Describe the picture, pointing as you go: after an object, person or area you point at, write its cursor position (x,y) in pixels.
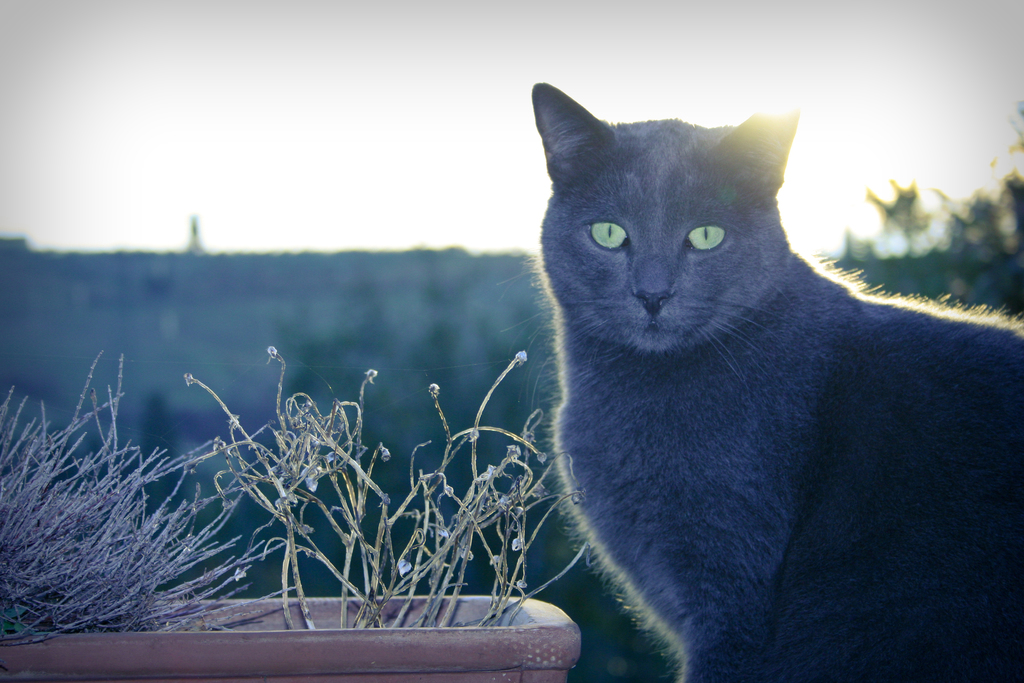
In this image we can see a cat (666,565). There are few plants (118,554) and trees (978,237) in the image. There is a blur background (1002,244) in the image.
